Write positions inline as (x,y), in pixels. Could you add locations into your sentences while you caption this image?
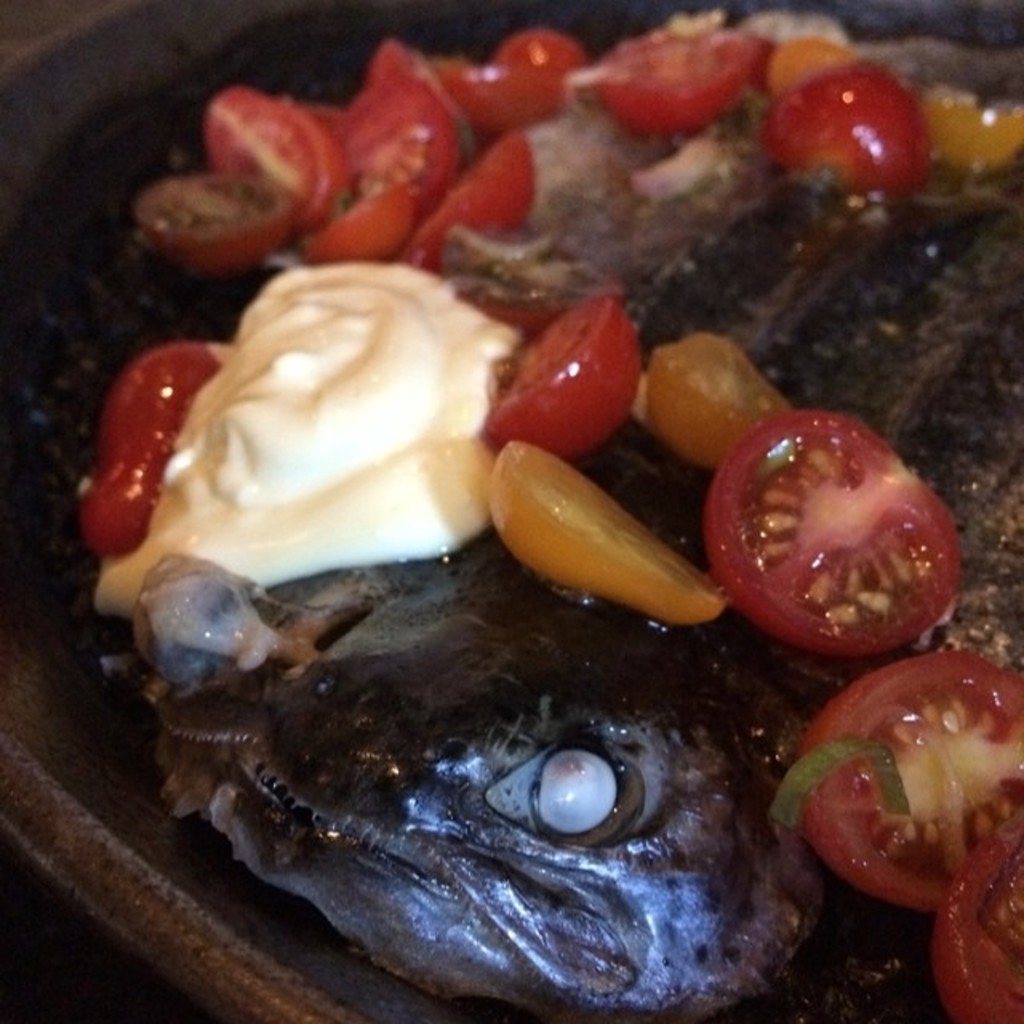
In this picture we can see some food items (433,475) in a bowl (167,309).
